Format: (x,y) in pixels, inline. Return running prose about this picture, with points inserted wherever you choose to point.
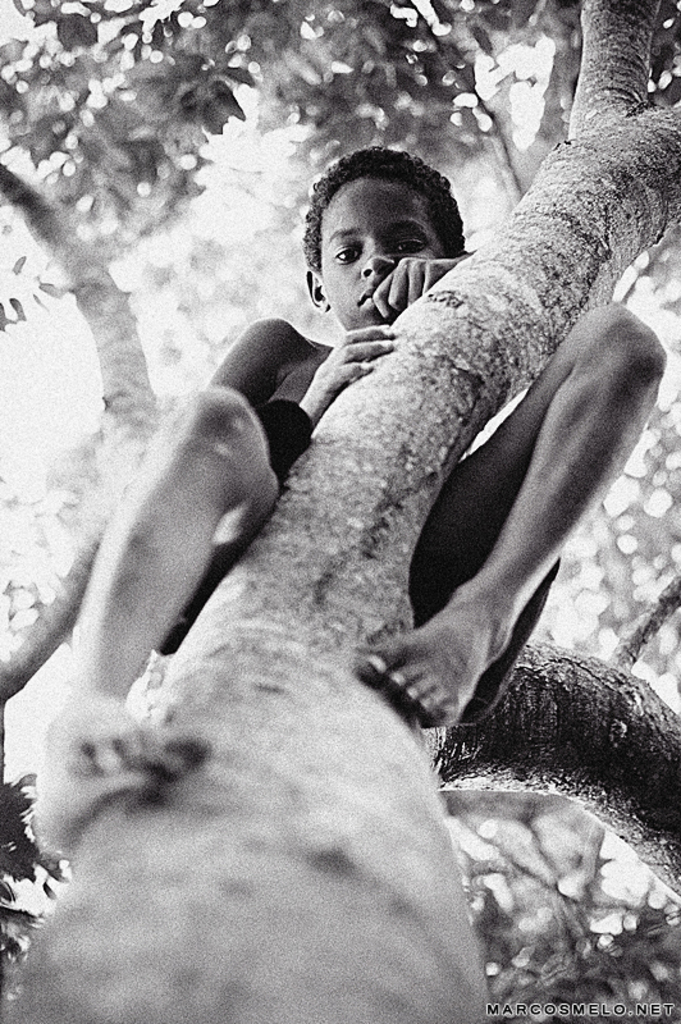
In this image I can see a tree (217,644) and on its branch (248,637) I can see a boy (420,667) is sitting. I can see this image is black and white in colour and I can also see a watermark (493,1013) on the bottom right corner of this image (539,1004).
